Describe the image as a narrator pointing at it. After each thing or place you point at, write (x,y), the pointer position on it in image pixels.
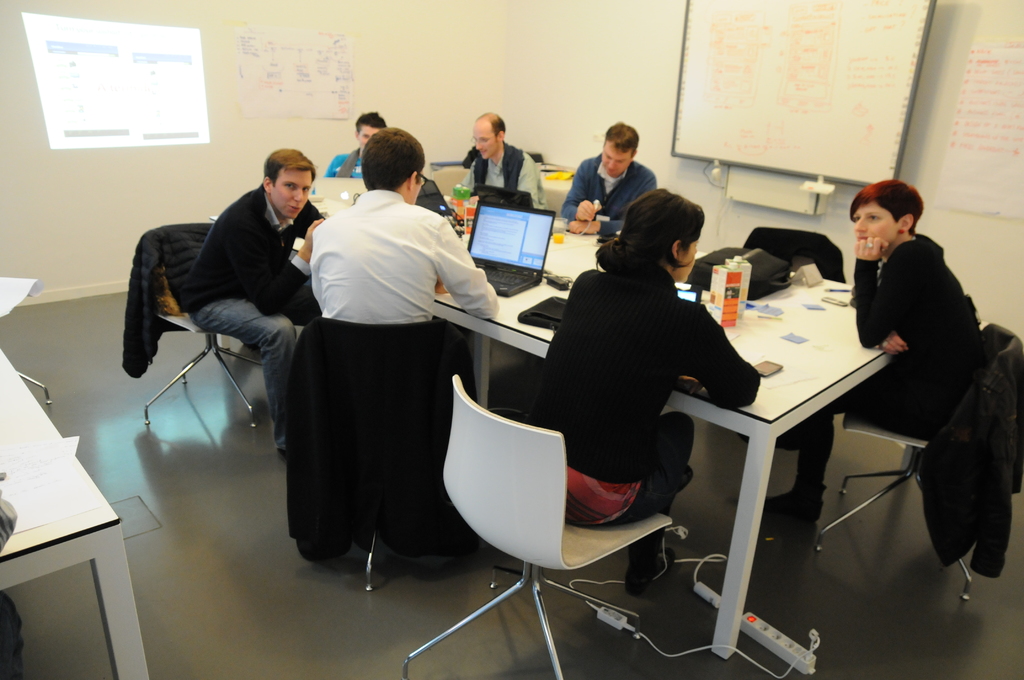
These persons (382,245) are sitting on the chairs (949,423). We can see laptops (443,212), papers (820,306), tetra packs (736,303), bag (716,256), glass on the tables (483,361). On the background (674,106) we can see wall (595,32), board (874,43), papers (980,200), screen (55,57). We can see electrical device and cable (593,580) on the floor (591,637).
